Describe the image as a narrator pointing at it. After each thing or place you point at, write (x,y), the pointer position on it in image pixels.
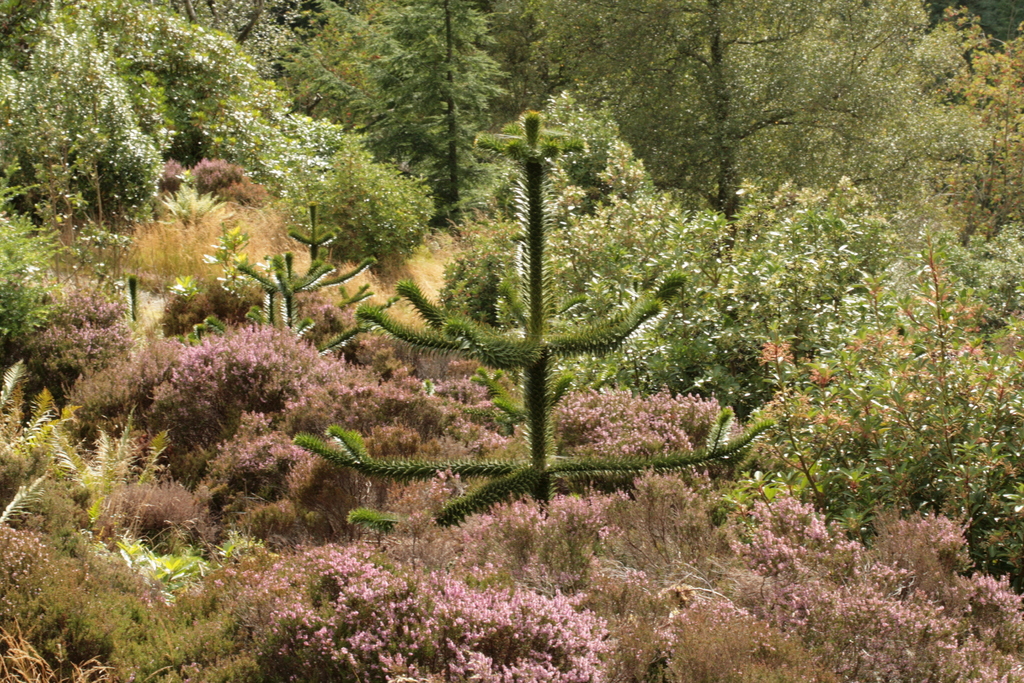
This image is taken outdoors. In this image there are many trees (317,449) and plants (468,471) with stems (547,465), branches (783,408) and green leaves (299,284) on the ground (480,621).
